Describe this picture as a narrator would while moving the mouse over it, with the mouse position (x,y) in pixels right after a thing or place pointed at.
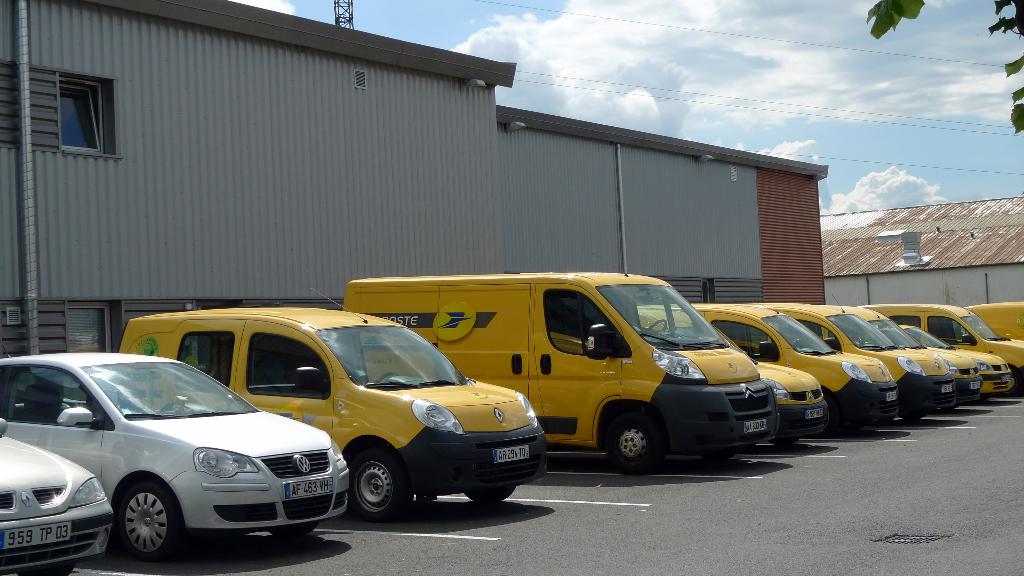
This image is clicked on the road (543,507). There are vehicles (556,385) parked on the road (562,501). Behind the vehicles (876,381) there are buildings (646,228). At the top (614,41) there is the sky (627,32). In the top right (877,25) there are leaves (915,7).
